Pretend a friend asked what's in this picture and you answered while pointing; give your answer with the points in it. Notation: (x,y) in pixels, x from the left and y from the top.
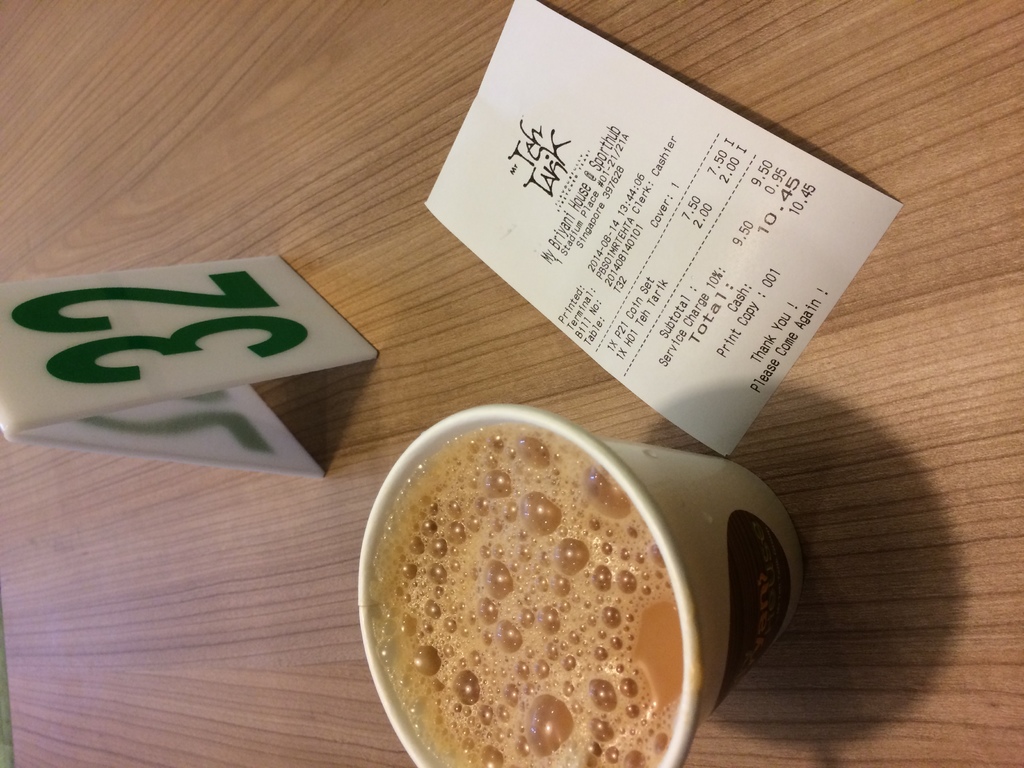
In this image, we can see the table (725,727), there is a glass (591,453) with tea (441,489) in it on the table (696,752), we can see the bill (531,293) and there is a number board (120,405) on the table (128,268).
